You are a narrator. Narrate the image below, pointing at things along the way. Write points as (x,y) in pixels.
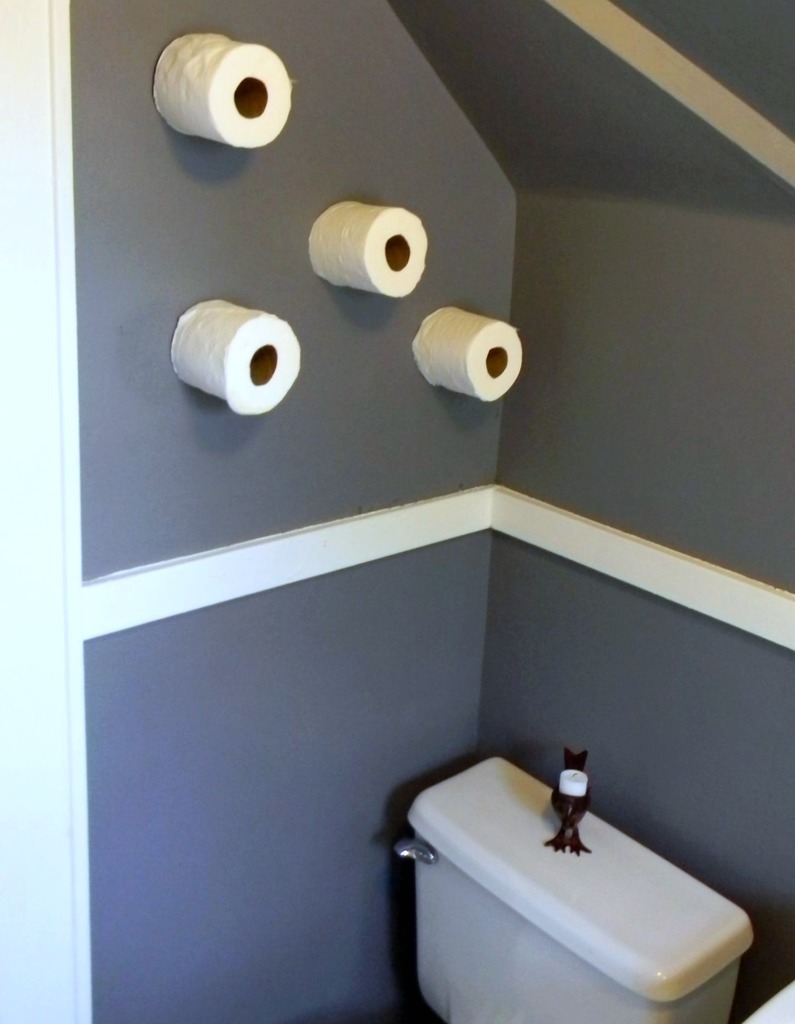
At the bottom of the image (544,855) there is a flush (492,784). And on the wall (275,738) there are tissue rolls (203,131).
